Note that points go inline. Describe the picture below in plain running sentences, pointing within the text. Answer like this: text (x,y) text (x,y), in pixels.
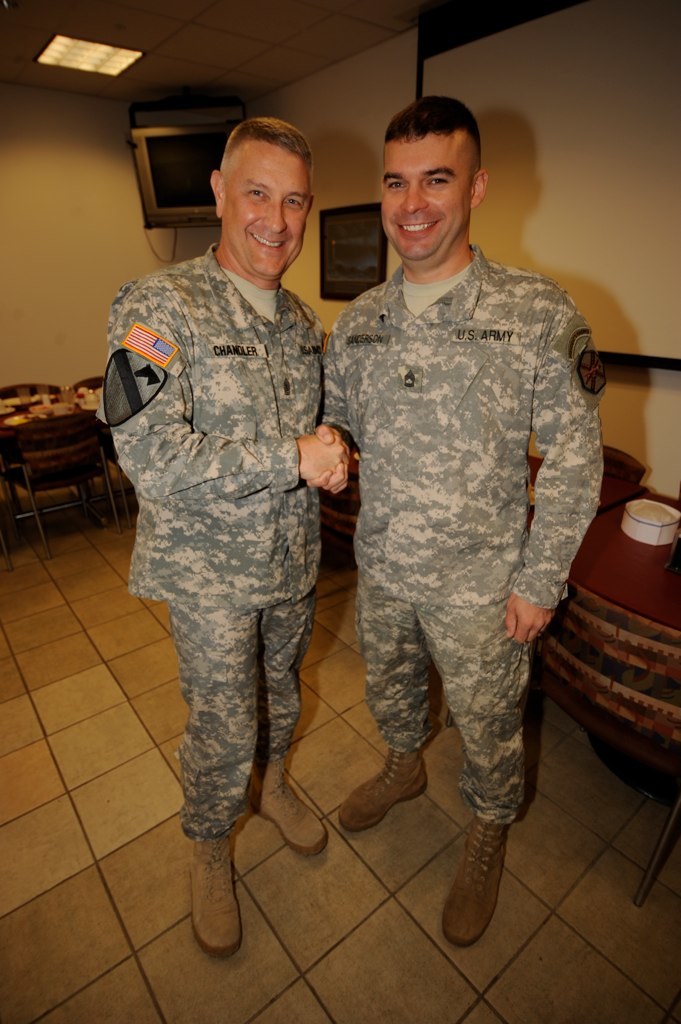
In the foreground (501,946) two persons (477,147) are standing on the floor (514,942) and having a smile (405,235) on their face (230,237). The background walls (39,207) are white in color and roof top (279,29) is white in color on which light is mounted on it and a screen (204,151) is there in the middle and a wall painting (326,228) is there on the wall (126,220). In the right (630,539) a table (620,591) is there and chairs (648,651) are visible. This image is taken inside a room (92,542).
